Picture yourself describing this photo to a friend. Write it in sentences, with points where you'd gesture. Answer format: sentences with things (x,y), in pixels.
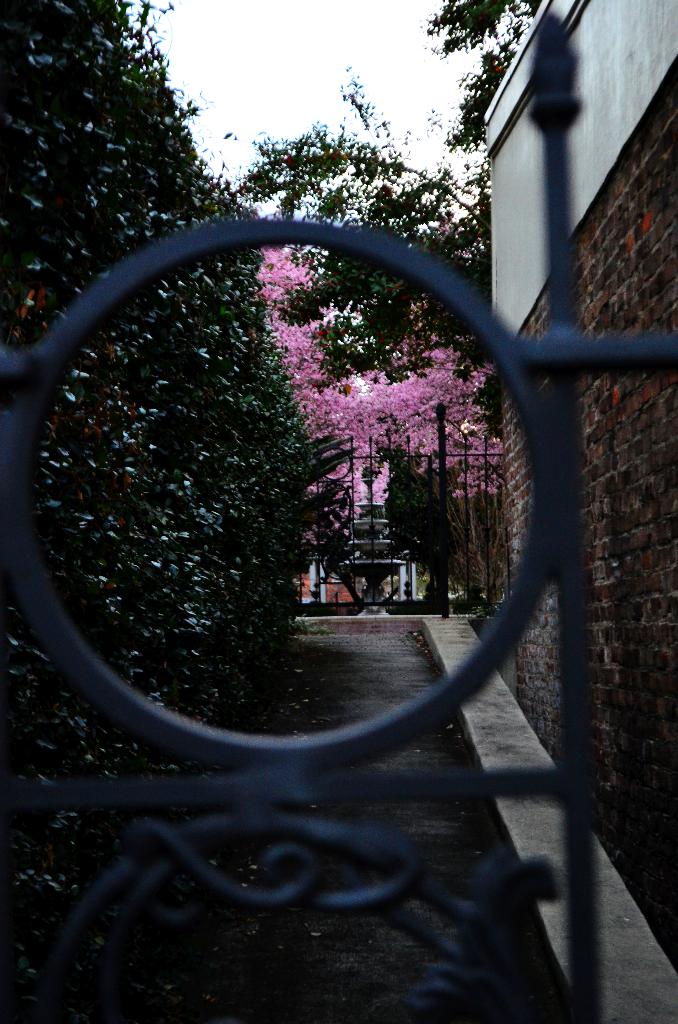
In the image we can see there is a gate (197,795) and there are plants (252,367) on the wall (653,569). There are flowers (424,429) on the plant (323,328) and there is a wall (653,435) made up of bricks (650,464).
